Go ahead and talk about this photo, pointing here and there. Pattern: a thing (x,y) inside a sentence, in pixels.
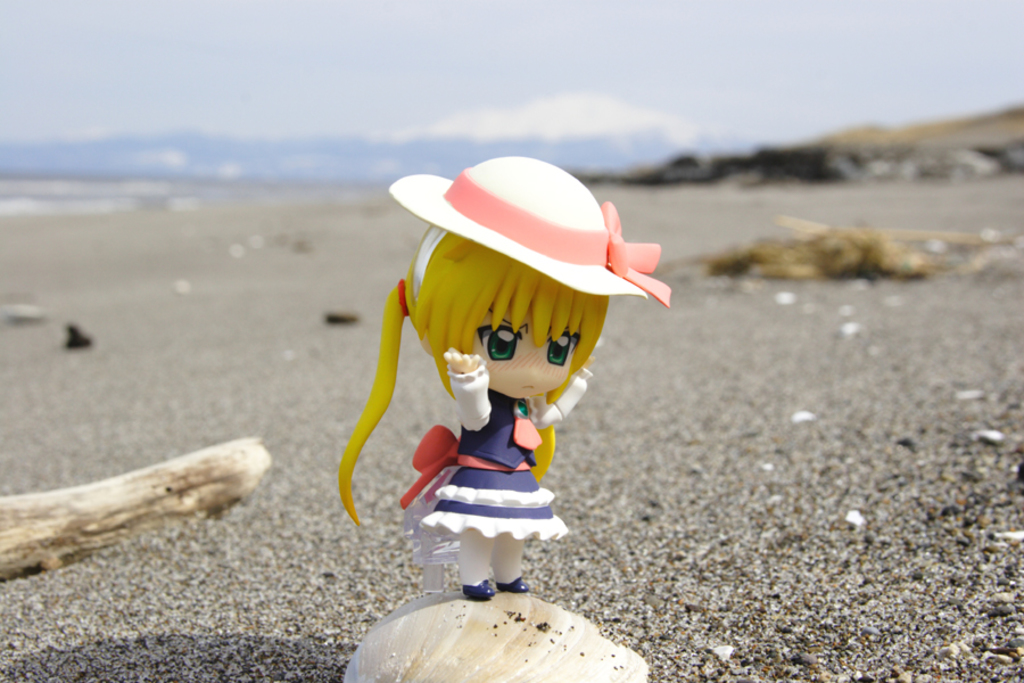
In this image in the center (483,354) there is one toy (521,485) and at the bottom (164,475) there is sand (239,508), wooden stick (48,507) and in the background (198,153) there are some mountains (520,124) at the top of the image (369,57) there is sky (365,126) and at the bottom (440,634) there is a shell (477,630).
